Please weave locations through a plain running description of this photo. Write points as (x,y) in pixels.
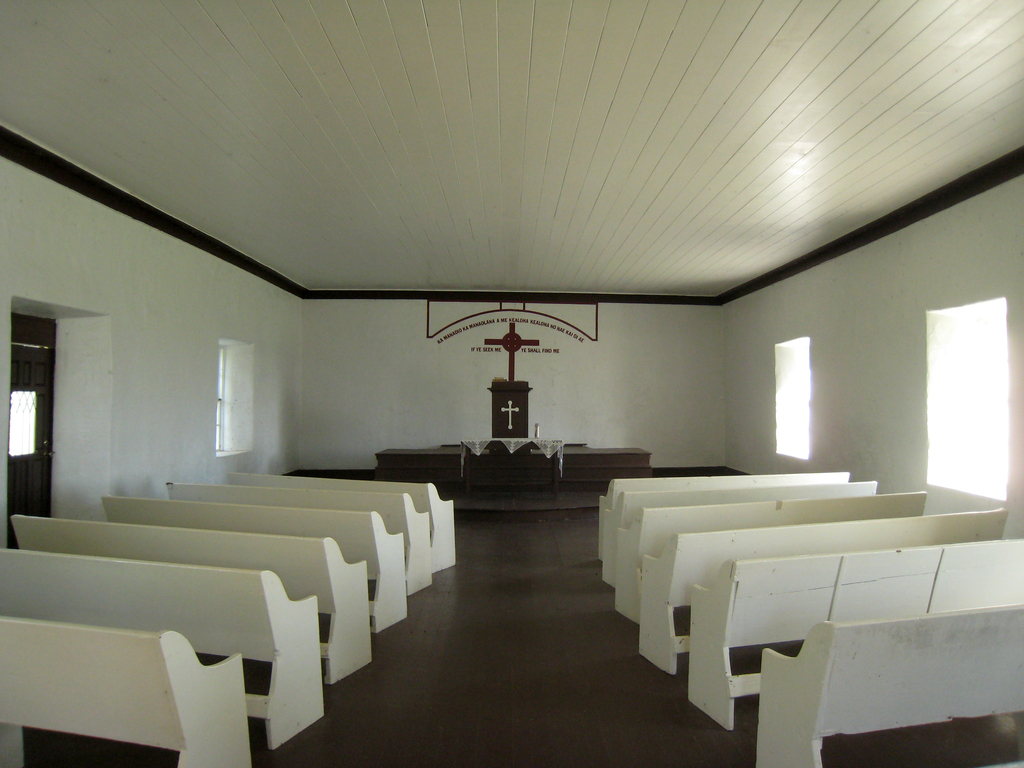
In this image I can see few windows (796,401) and number of white color benches (446,544) on the both side. In the background (514,433) I can see a podium (501,423) and on it I can see a cross sign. I can also see a cross sign (517,344) on the wall (527,333) and near it I can see something is written. On the left side of this image (32,405) I can see a door (17,414).
